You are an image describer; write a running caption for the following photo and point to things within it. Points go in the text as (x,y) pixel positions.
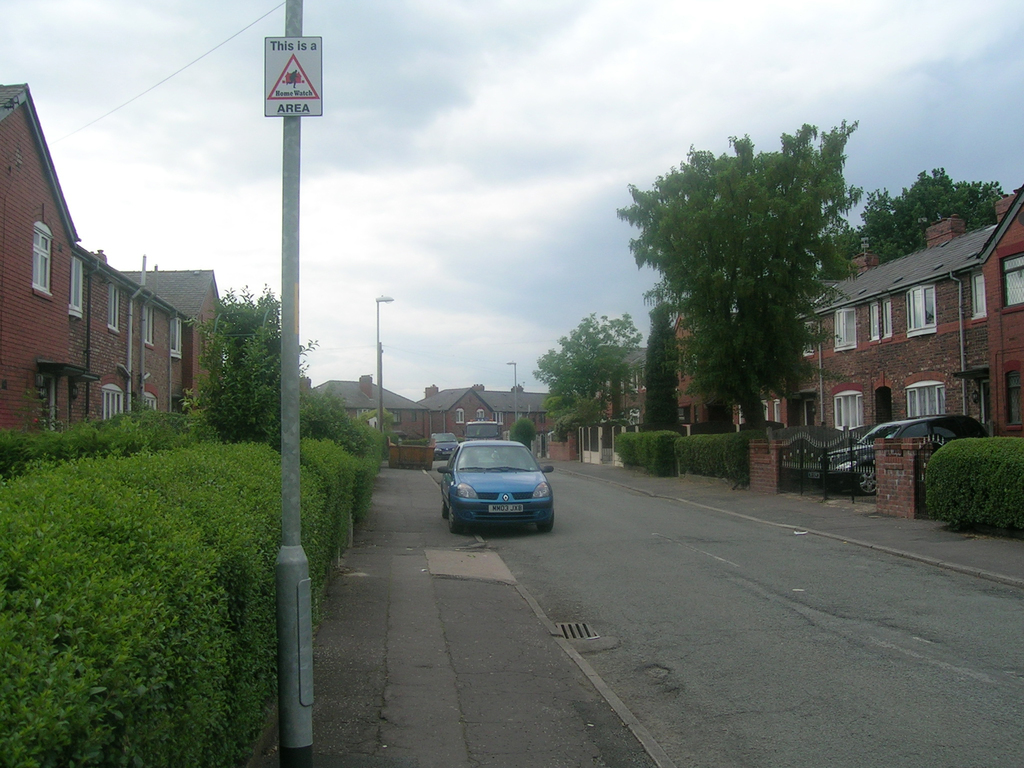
In the middle (491,491) a blue color car (466,515) is there on the road (476,528), on the left side (222,564) there are bushes (231,551) and houses (198,395). On the right side (724,265) there are trees (717,277), at the top (517,99) it is the sky (494,109).
